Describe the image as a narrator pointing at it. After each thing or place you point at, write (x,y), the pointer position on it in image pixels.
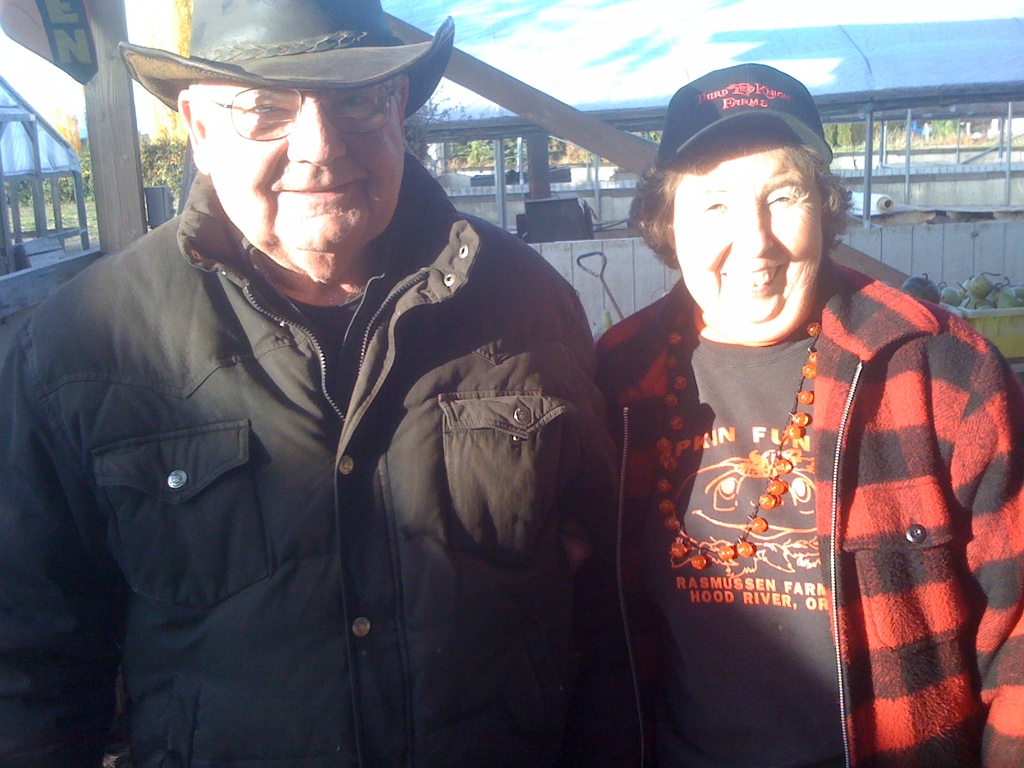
In the picture I can see a man (532,396) and a woman (635,457) are standing together and smiling. They are also wearing jackets (587,444) and hats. In the background (530,194) I can see the sky (611,43), trees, fence (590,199) and some other objects (446,176).
